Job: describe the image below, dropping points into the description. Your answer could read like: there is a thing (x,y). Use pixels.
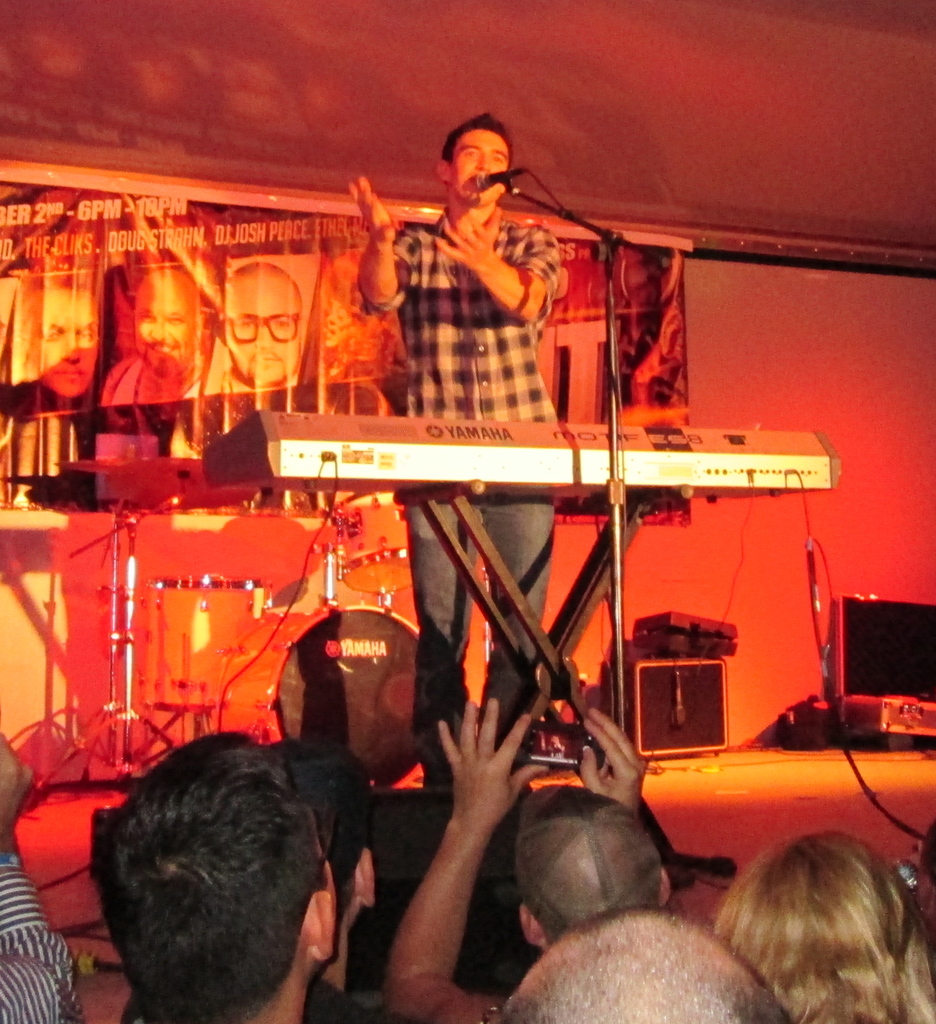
In this image I can see at the bottom (467,777) it looks like a person (590,912) is trying to capture the image with a mobile phone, beside him few people (791,916) are there. In the middle (444,570) a man (467,607) is standing and singing in the microphone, he is wearing a shirt (533,417), trouser (517,544). At the back side (313,386) there is a banner (370,391).
